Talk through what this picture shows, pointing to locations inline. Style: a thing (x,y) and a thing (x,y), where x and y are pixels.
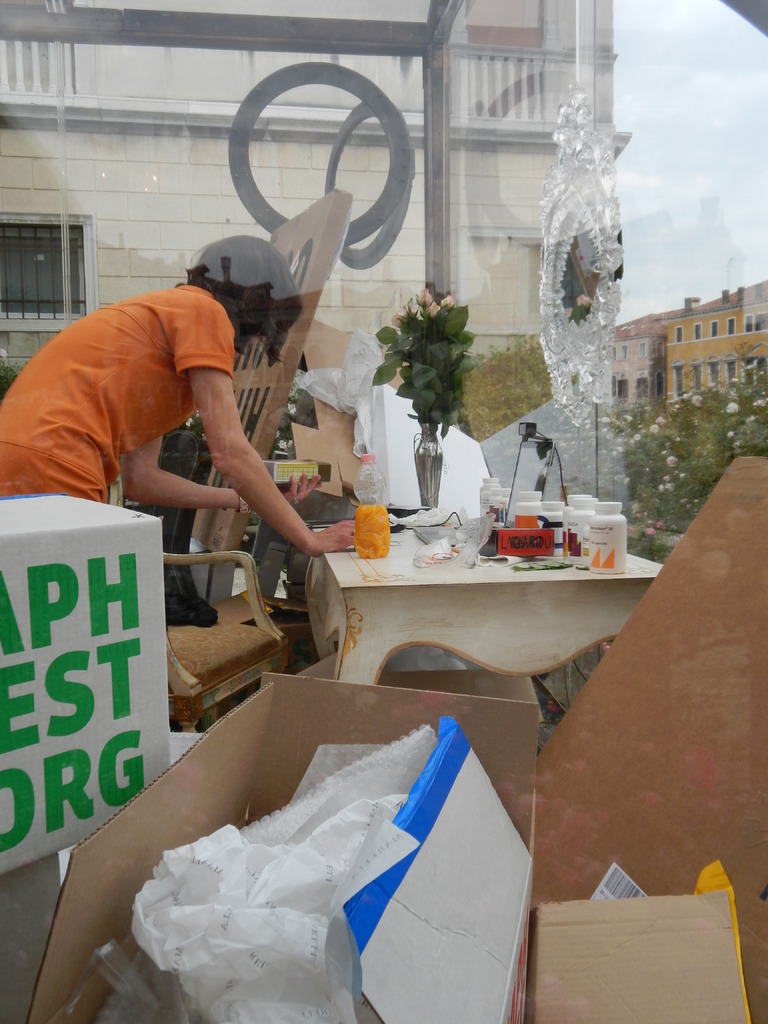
In this image I can see few cardboard boxes (575,785) which are brown in color and in the boxes (682,788) I can see few white colored objects (312,899). I can see a person (123,423) wearing orange colored dress (95,357) is standing, a chair (263,660), a table (426,576) and on the table (488,590) I can see few bottles (502,503), a flower vase (422,490) and few other objects (437,534). In the background (277,129) I can see few buildings (735,376), few trees (720,402) and the sky (689,211).
